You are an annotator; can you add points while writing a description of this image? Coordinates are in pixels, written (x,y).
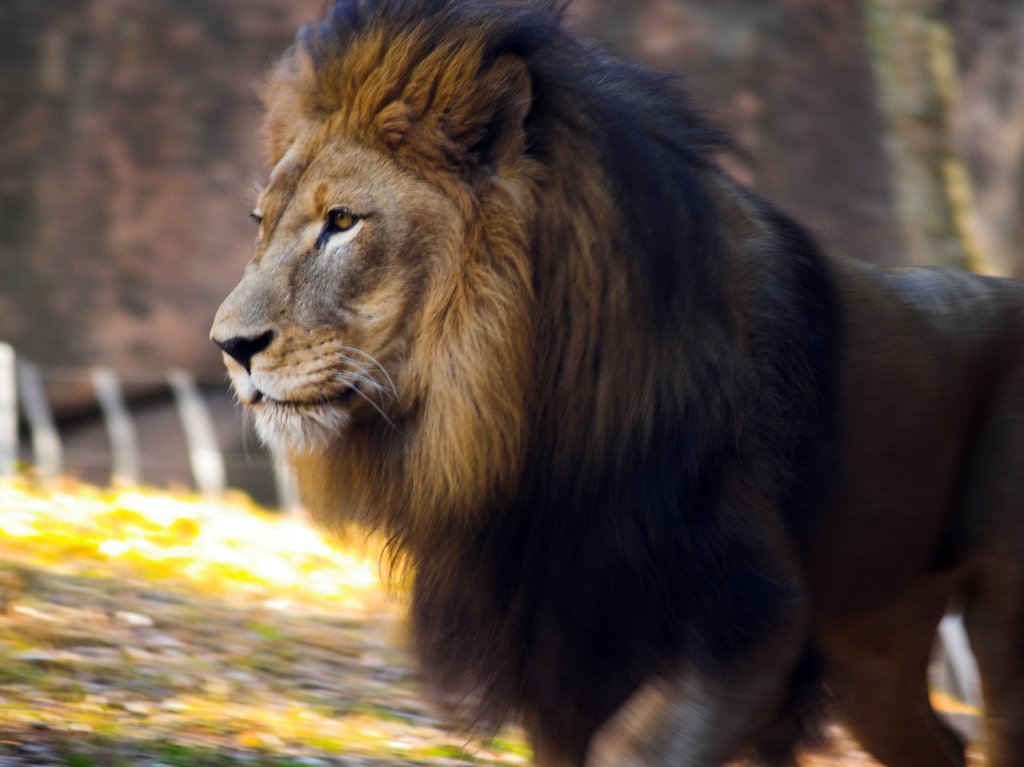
In the picture we can see lion (579,358) which is walking.
